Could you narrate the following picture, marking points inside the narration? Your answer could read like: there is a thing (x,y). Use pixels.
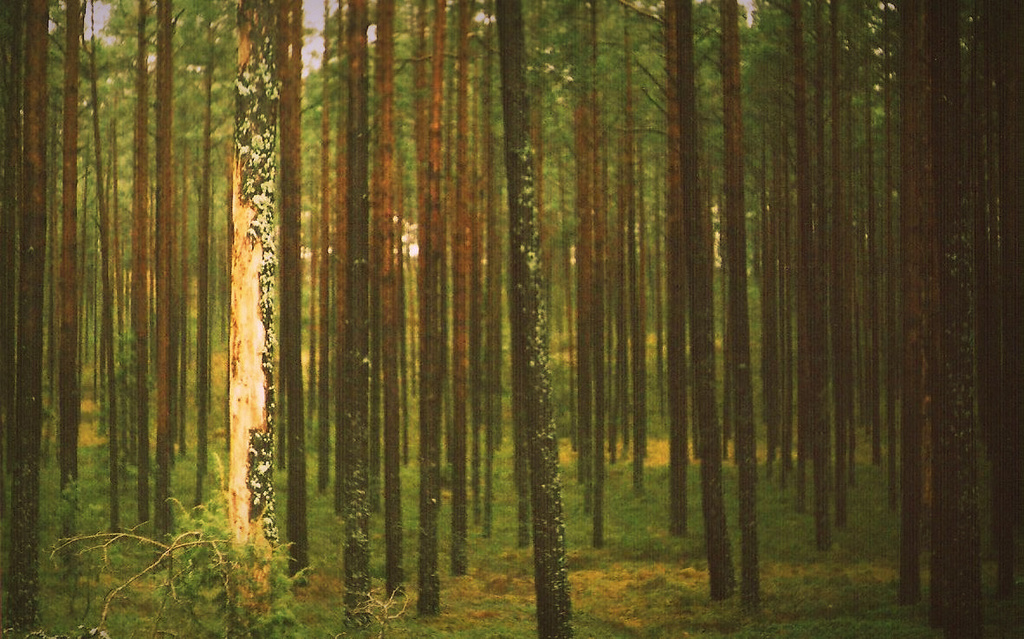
In this image there are trees (673,282) and grass (781,566).
